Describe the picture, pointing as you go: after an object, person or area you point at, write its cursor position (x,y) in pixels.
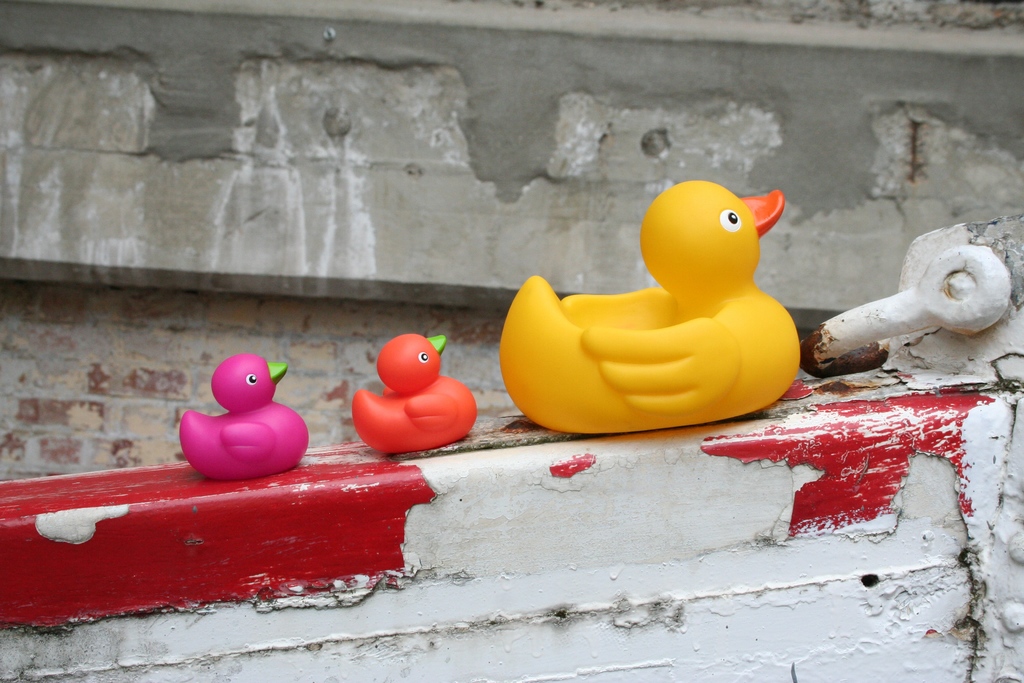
In this image there are three duck toys (238,443) in middle of this image (661,245). They kept on some iron objects (777,475) and there is a wall (538,78) in the background (508,157).
